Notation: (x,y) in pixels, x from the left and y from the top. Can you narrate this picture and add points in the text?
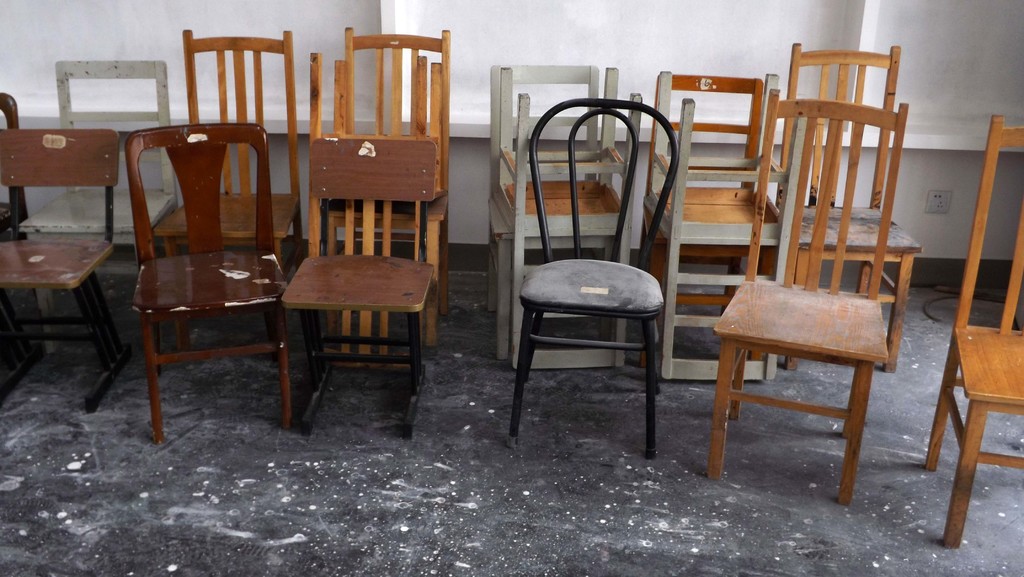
This image consists of many chairs (784,102) made up of wood (905,287) are kept on the floor (429,412). At the bottom (411,520), there is a floor (448,538). In the background (332,57), we can see a wall (999,94).
